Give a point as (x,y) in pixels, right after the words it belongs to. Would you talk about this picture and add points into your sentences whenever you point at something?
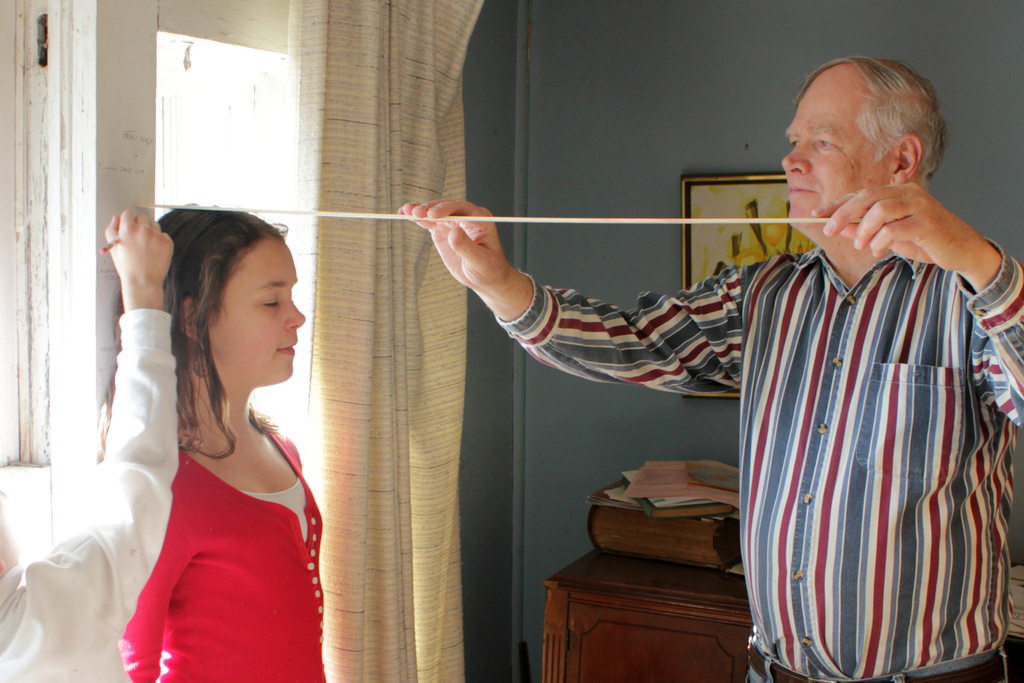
There is a girl (254,318) standing near the wall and the man (855,130) in front of her measuring her height with scale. behind him there is a table (615,563) and painting frame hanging on wall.
